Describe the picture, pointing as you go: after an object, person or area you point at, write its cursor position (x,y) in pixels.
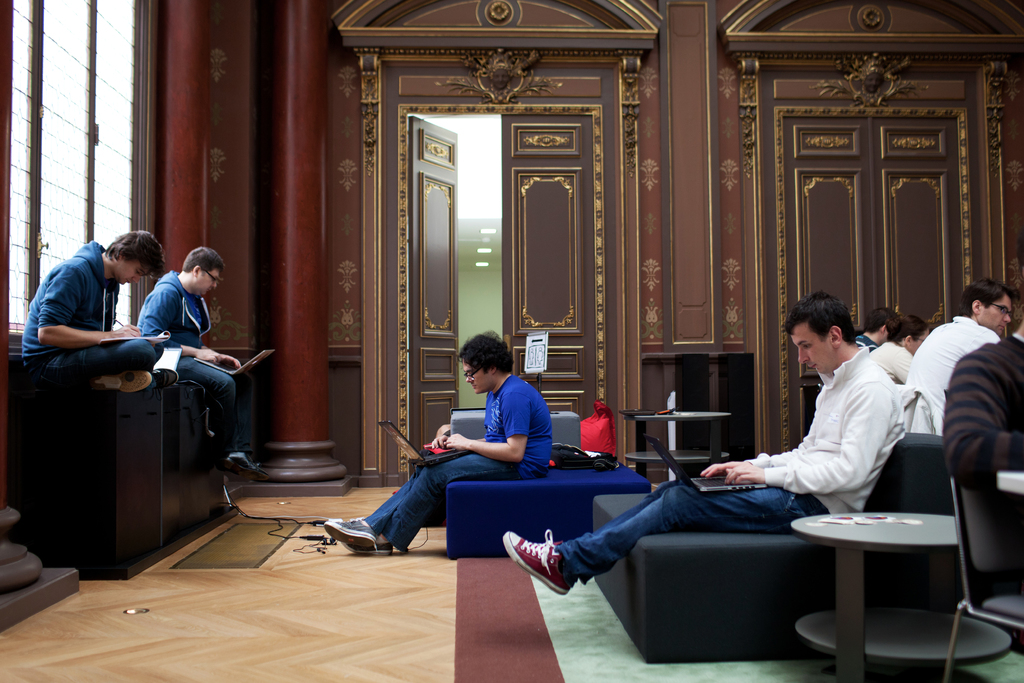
This image is taken in a hall (171,307), where on the left (127,353), there are two men (137,377) sitting on the table (140,486) and one is writing on a book (130,337) and other is holding a laptop (228,371). On the right (923,393), there are persons (507,397) sitting and holding laptops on chairs (1003,530) and sofas like objects (677,574). On the bottom (399,655), there is floor (315,656). In the background (275,414), there is a wall (656,239), doors (592,259), pillars (308,266) and a window (34,159) on the left (29,163).
